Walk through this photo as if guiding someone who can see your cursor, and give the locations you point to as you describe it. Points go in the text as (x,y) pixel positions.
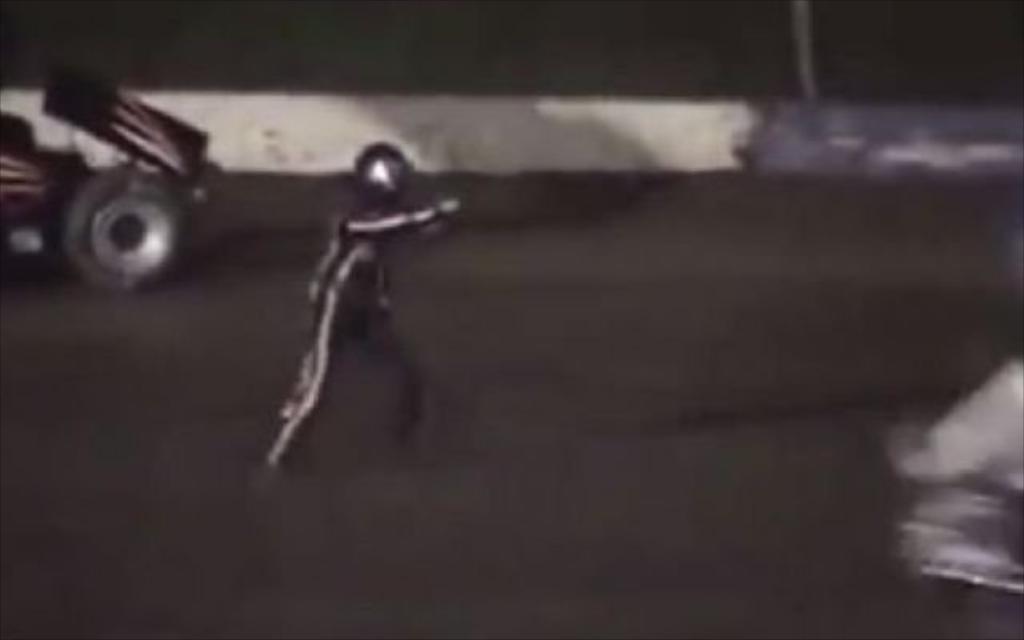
In the picture we can see the surface (473,494) with a person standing and near it we can see the vehicle (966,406).
